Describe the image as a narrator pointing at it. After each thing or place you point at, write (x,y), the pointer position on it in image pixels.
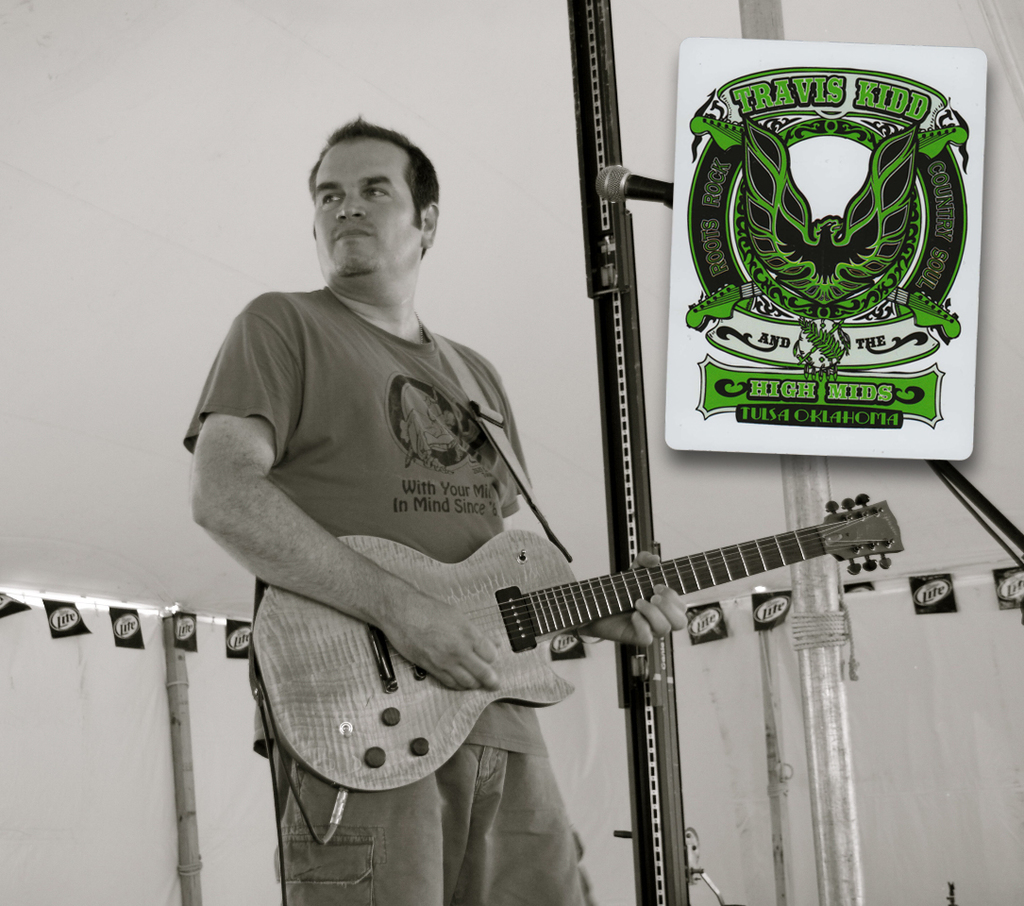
In this image a man (384,355) wearing a gray color t-shirt (345,394) and holding a guitar (559,593) on his hand (645,604) and back side of him there is a hoarding board (828,129) and there is some text (830,94) written on board (827,165) Travis Kidd and there is a mike (635,192) backside of the board (832,116). and there is a wall (105,216) back side of man (371,420).
